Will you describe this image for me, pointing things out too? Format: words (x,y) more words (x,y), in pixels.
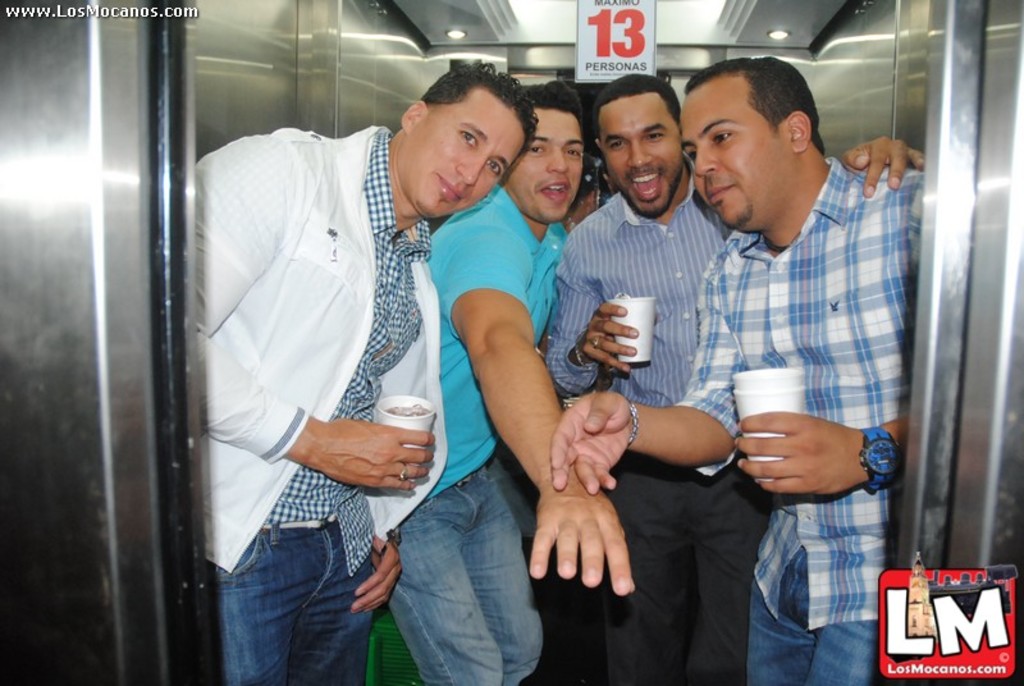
In this image I can see the group of people (584,309) with different color dresses (586,270). I can see three people (582,392) are holding the cups (648,352). These people (421,215) are inside the elevator (450,68). I can see the lights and the board (611,47) in the elevator (346,33).
